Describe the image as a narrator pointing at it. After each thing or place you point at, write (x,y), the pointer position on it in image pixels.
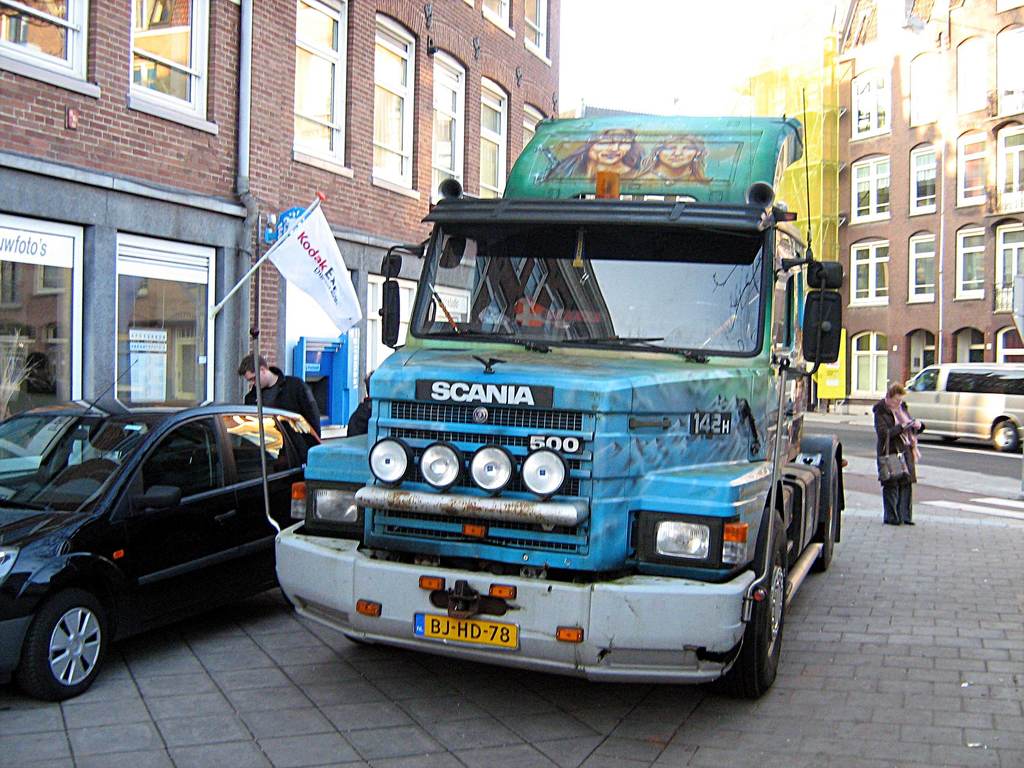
In the foreground of the picture (485,445) I can see a black car (246,493) and a truck (301,519) on the side of the road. I can see a man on the left side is wearing a black color jacket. I can see the building (373,113) on the left side (59,172) and the right side (1017,98) as well. I can see the glass windows (445,89) of the building (472,75). I can see the flagpole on the wall (236,235) on the left side (306,213). I can see another car (952,389) on the road (935,455) on the right side (932,424). There is a woman (916,459) standing on the side of the road (861,491) and she is carrying a bag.
